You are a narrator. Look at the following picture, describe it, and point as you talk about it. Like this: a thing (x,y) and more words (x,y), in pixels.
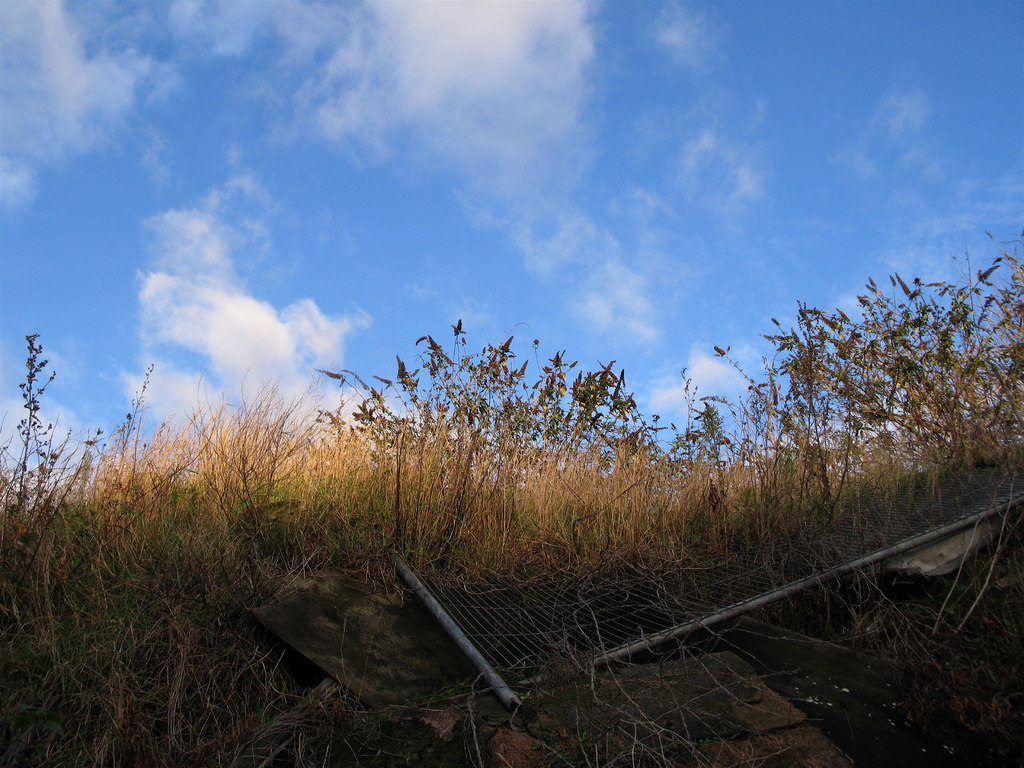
In the foreground of the image (727,573) we can see a metal fence (871,525) and a group of trees (1013,431). In the background (600,22), we can see the cloudy sky (409,168).
